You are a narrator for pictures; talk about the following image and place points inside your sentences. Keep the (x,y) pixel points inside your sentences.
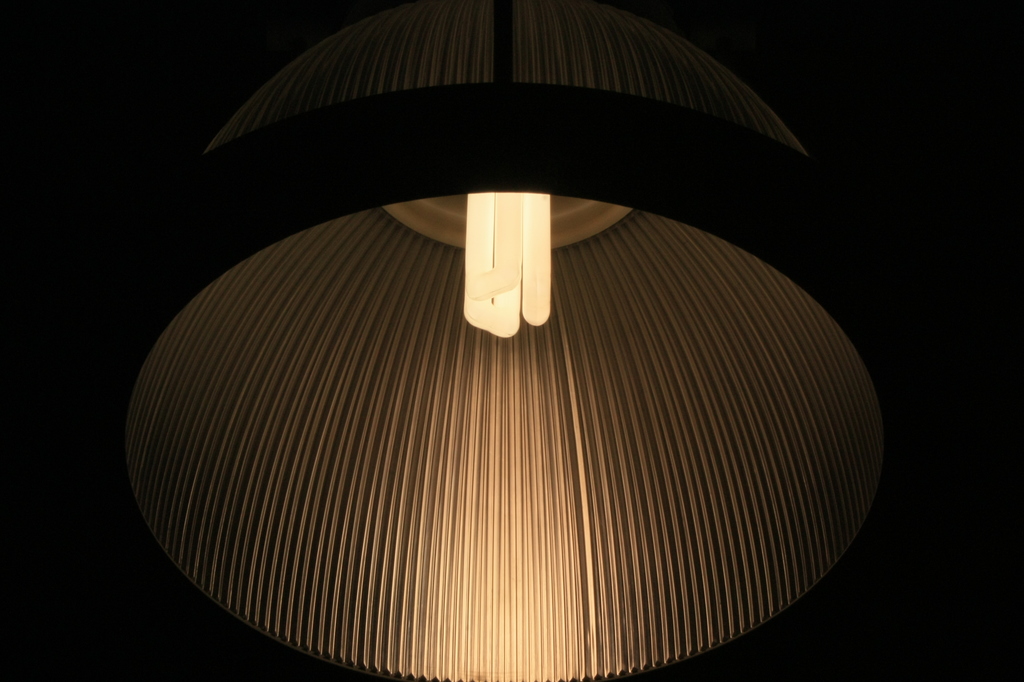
In this picture there is a lamp (536,313) which is in black color.
